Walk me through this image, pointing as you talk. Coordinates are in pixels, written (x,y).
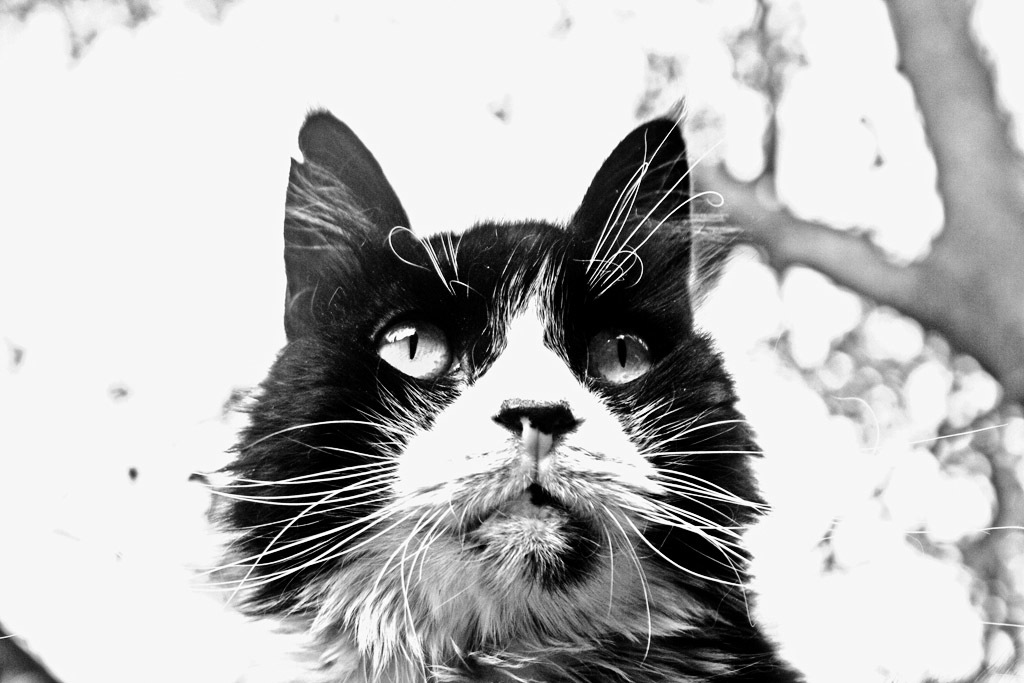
As we can see in the image there is a black color cat (464,470) and the background (147,31) is blurry.
